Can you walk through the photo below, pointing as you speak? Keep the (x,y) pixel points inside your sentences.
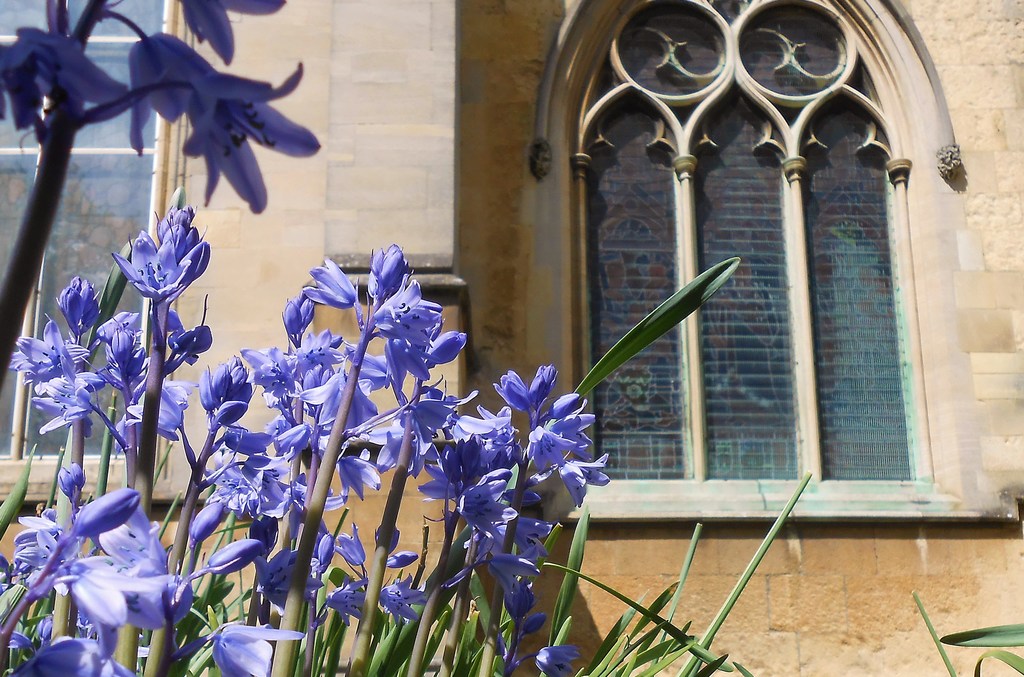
In the center of the image (523,325) we can see building (414,184), windows (68,238), wall (506,246). At the bottom of the image (392,583) we can see plants (401,494), flowers (244,482), leaves (640,661).
